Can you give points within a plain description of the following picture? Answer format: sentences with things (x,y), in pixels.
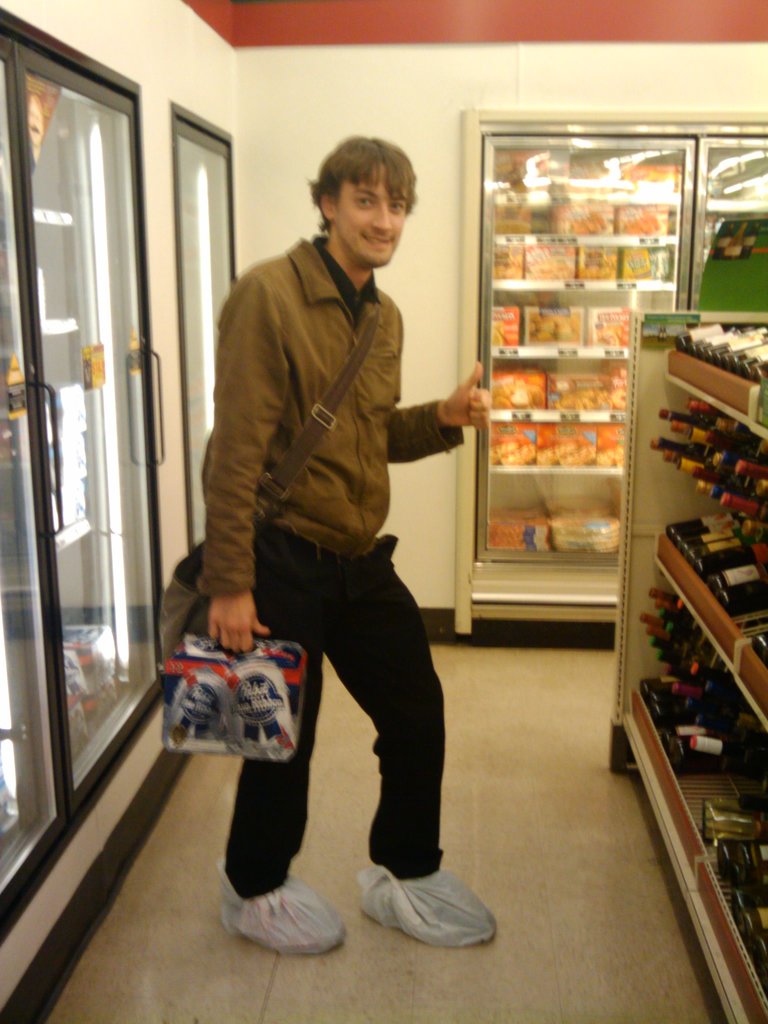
In the center of the image (340,465), we can see a man (308,702) holding a packet (245,669) and wearing bag (284,468) and in the background (599,160), we can see some food items (589,216) in the stand (623,192). On the right (701,565), there are some bottles (713,590) in the shelf (704,610). At the bottom (524,969), there is floor (540,874).
